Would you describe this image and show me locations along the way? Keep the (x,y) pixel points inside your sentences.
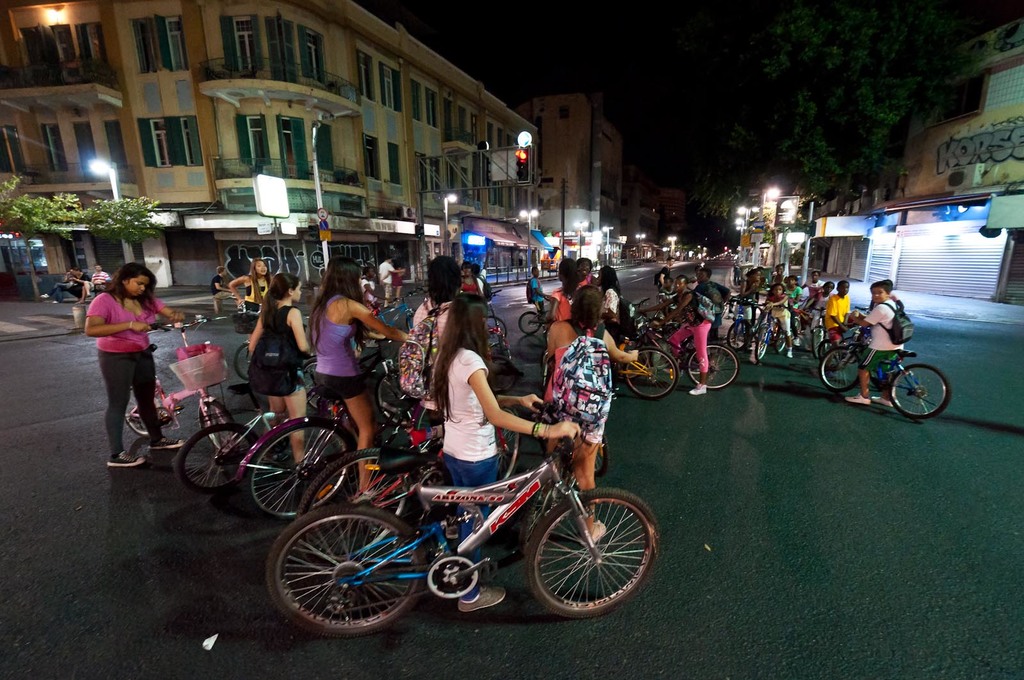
On road (938,351) we can see people (878,335) are holding bicycles (785,340). Background (982,175) there are buildings (961,175), light poles (117,193), windows (169,158) and trees (41,213).
